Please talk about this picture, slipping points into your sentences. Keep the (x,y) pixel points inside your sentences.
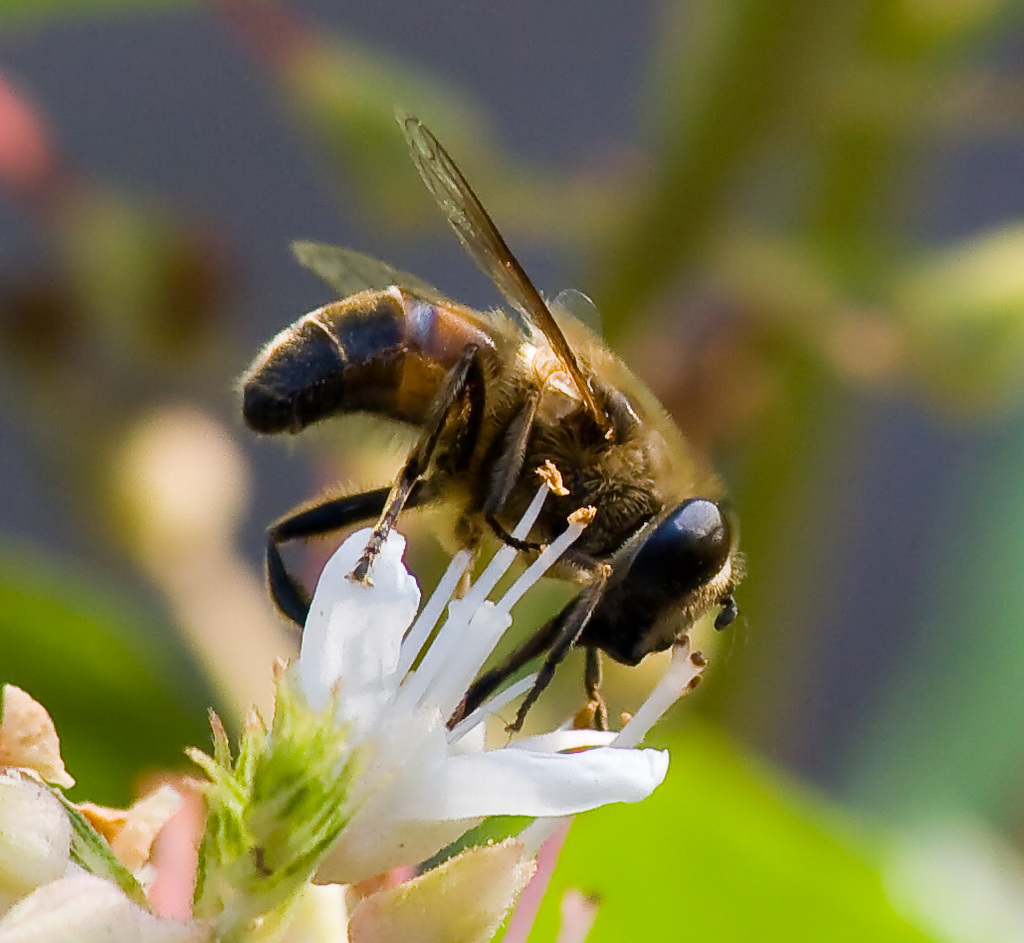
In this image I can see a honey bee (527,500) on a white flower (363,685). The background (891,391) is blurred.
